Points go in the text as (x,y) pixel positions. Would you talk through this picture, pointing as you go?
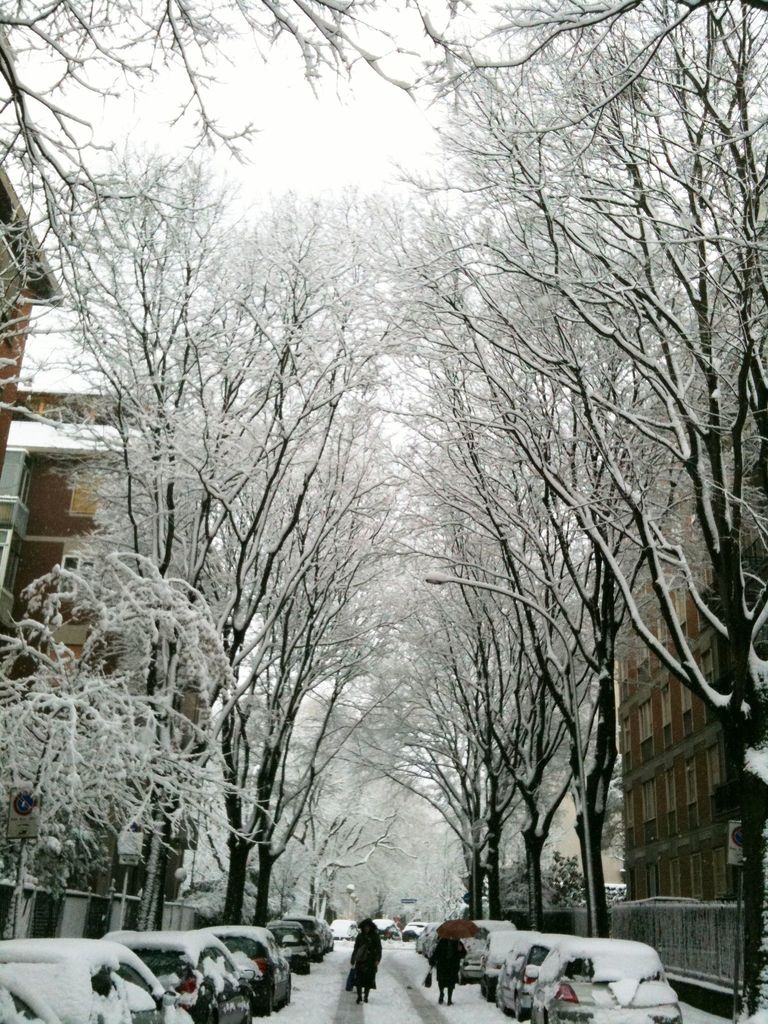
In this image I can see the road (381,1002), few persons (371,961) standing on the road (426,1003), few vehicles (503,981) on the road (392,958), few trees (542,603), few poles (572,642) and few buildings (55,616) on both sides of the road (412,998). In the background (251,78) I can see the sky (328,86).
